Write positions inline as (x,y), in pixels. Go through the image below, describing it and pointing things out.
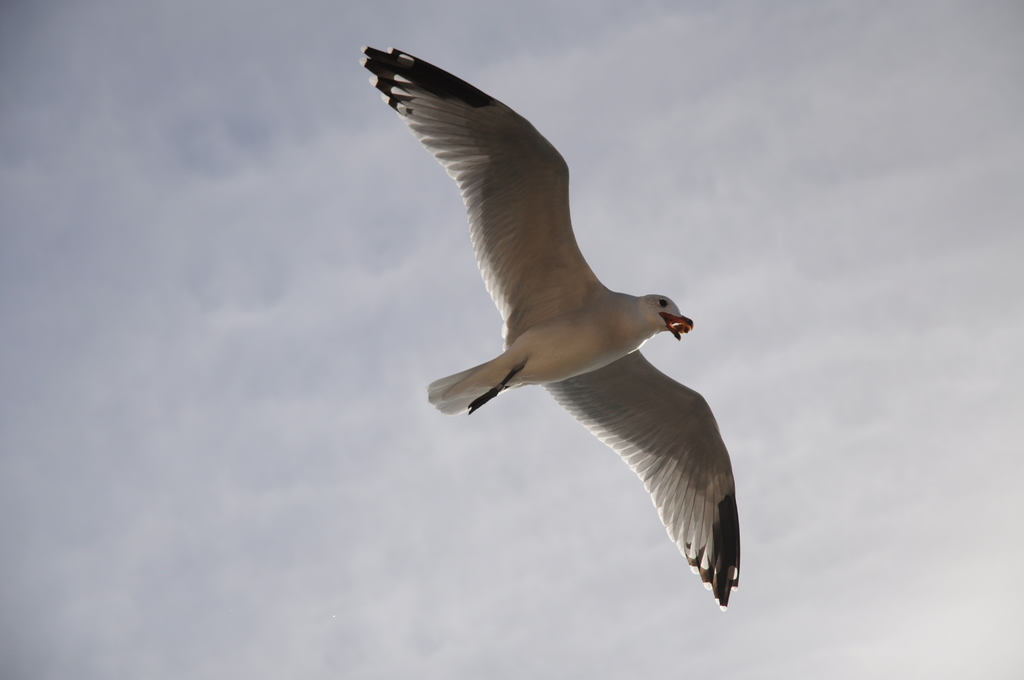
In this picture we can see a bird (687,446) flying in the air (860,247) and we can see sky (761,266) with clouds (792,247).
